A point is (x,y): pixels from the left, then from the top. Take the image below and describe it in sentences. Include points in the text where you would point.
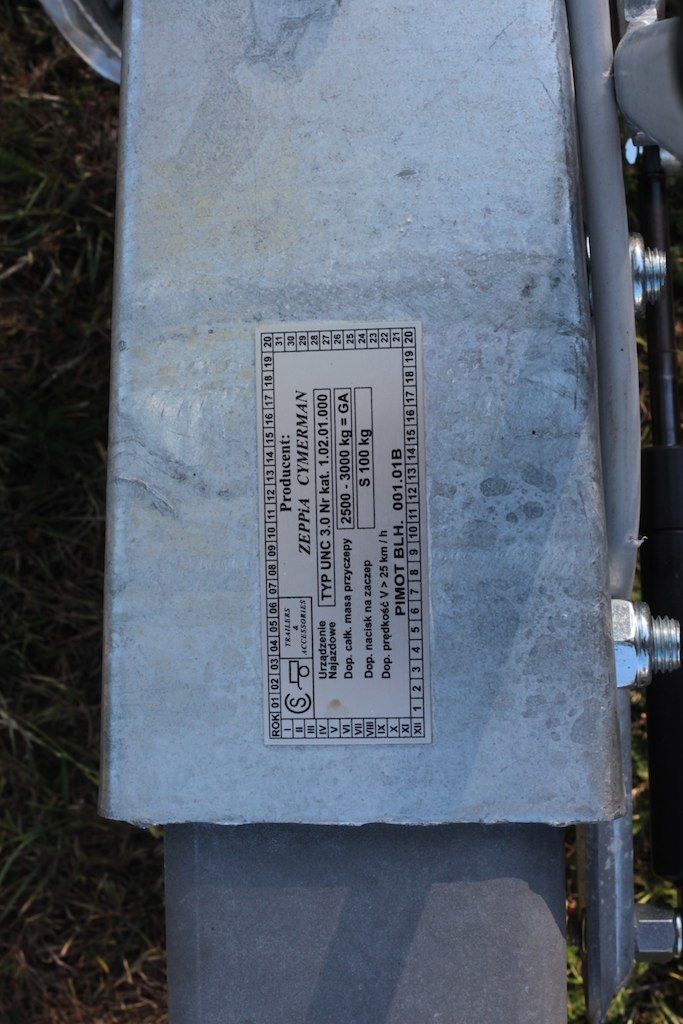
In this picture we can see a sticker (275,737) on a platform (375,298), screws (644,629), rod (682,693) and in the background (83,270) we can see the grass (67,499).
